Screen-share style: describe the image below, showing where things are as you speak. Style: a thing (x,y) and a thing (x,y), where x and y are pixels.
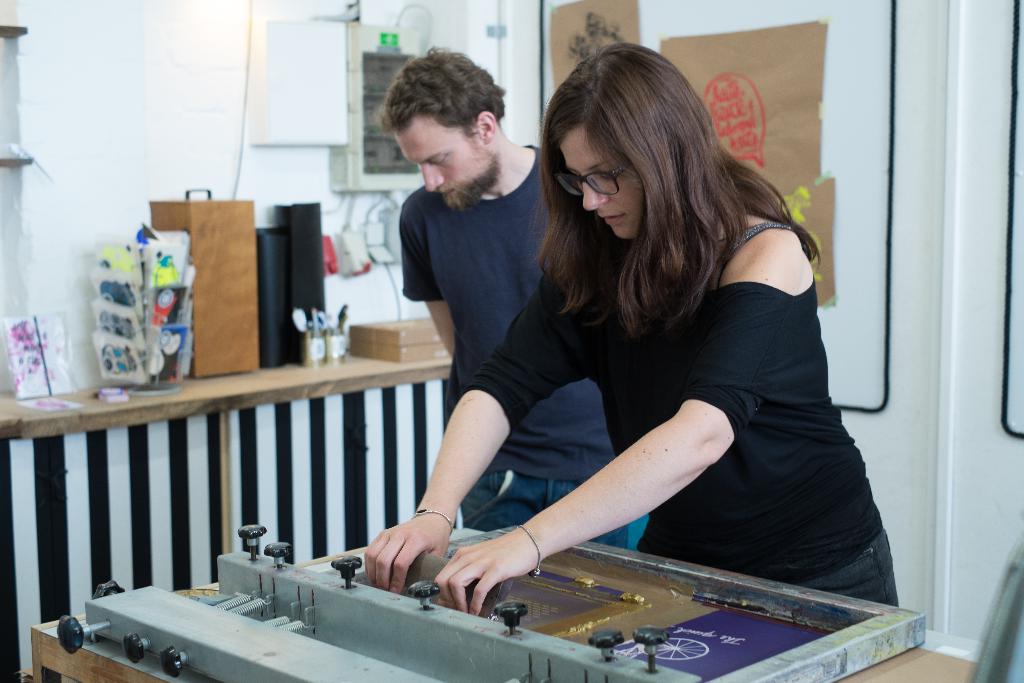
This is the woman (672,457) and a man (482,240) standing. This looks like an object (408,619) with the regulators (256,544), which is placed on the table (925,661). I can see the pen stands (318,349), boxes (218,216) and few other things (303,254) are placed on the desk (399,364). These are the kind of posters (800,123), which are attached to the wall (851,143). I can see the machines (357,121), which are attached to the wall (230,108).
